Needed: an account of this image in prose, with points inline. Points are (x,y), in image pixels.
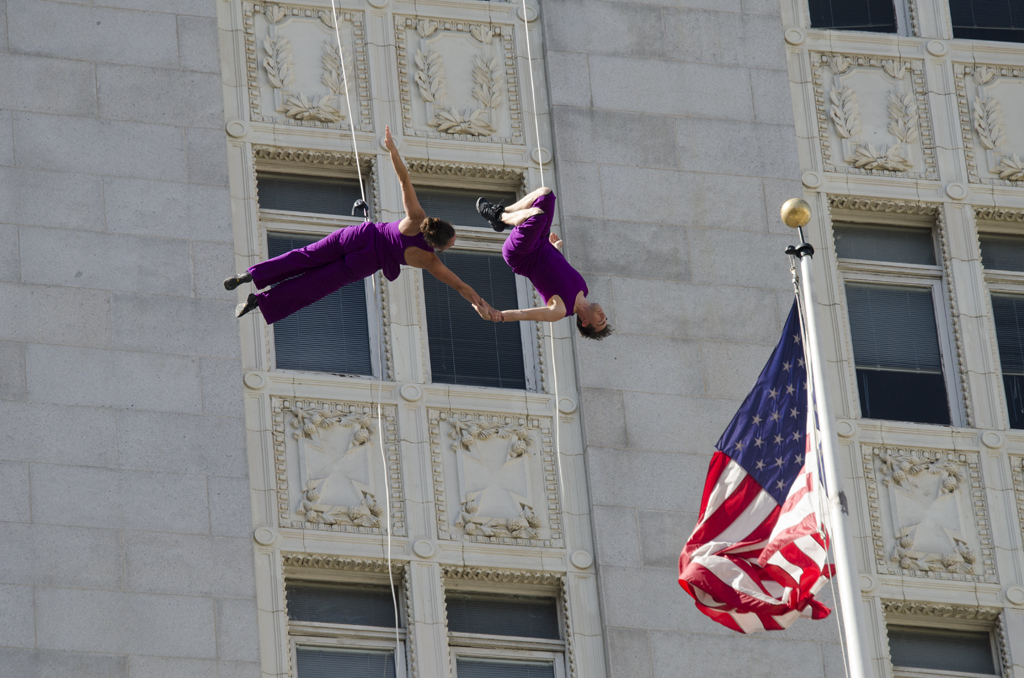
In this image, we can see two people (476,304) are in the air. Here we can see ropes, wall (391,315), windows (464,189), flag (776,514) and pole (814,366). Here we can see carvings (957,576) on the walls (604,282).
